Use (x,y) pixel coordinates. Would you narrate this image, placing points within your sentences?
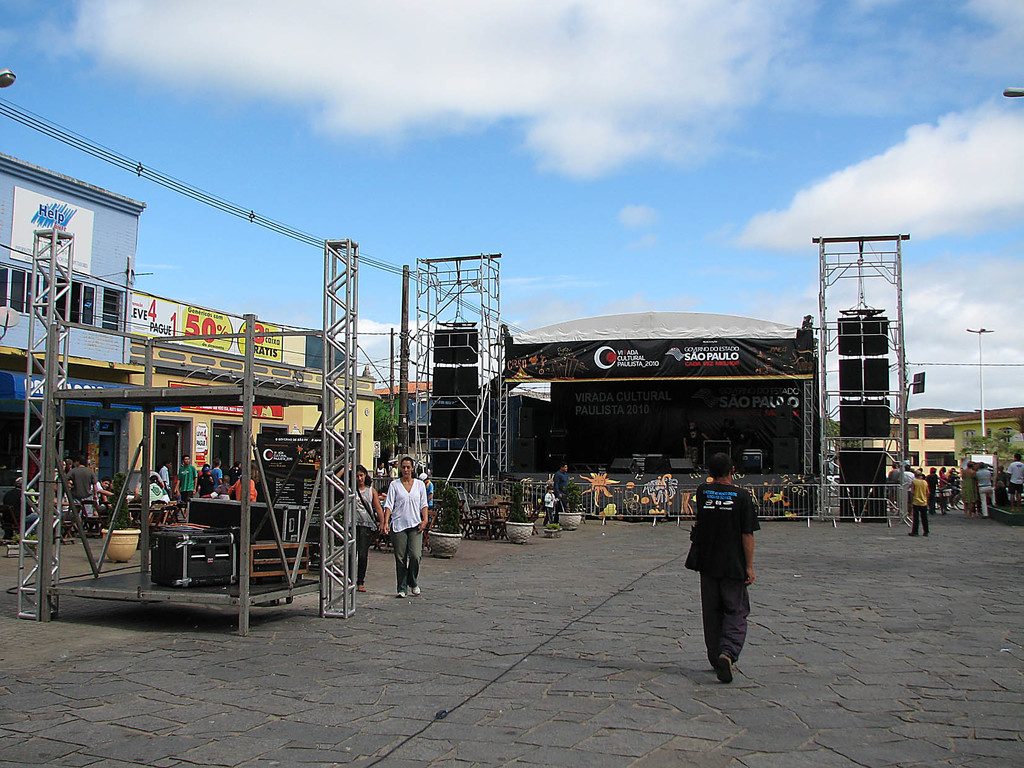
In this image in the center (401,509) there are persons (396,526) standing and walking and there are objects (238,508). In the background (640,441) there are buildings (22,303), there are boards (151,329) with some text (586,394) and numbers (264,338) written on it and there are persons (1015,485) standing and walking. There are plants (515,502), stands (901,426) and the sky (374,39) is cloudy.
